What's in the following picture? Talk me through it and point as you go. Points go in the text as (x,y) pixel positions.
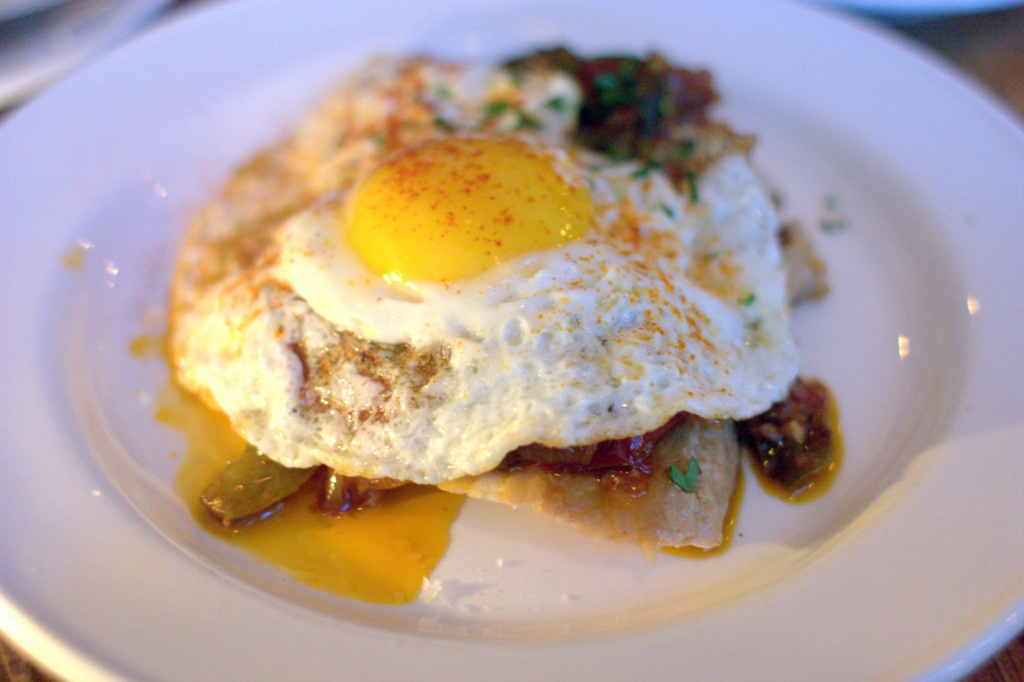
Here we can see food item (536,485) and on it there is a half boiled omelette (527,213) on a plate (11,275). On the left (30,34) at the top corner (30,34) we can see an object (59,33).
